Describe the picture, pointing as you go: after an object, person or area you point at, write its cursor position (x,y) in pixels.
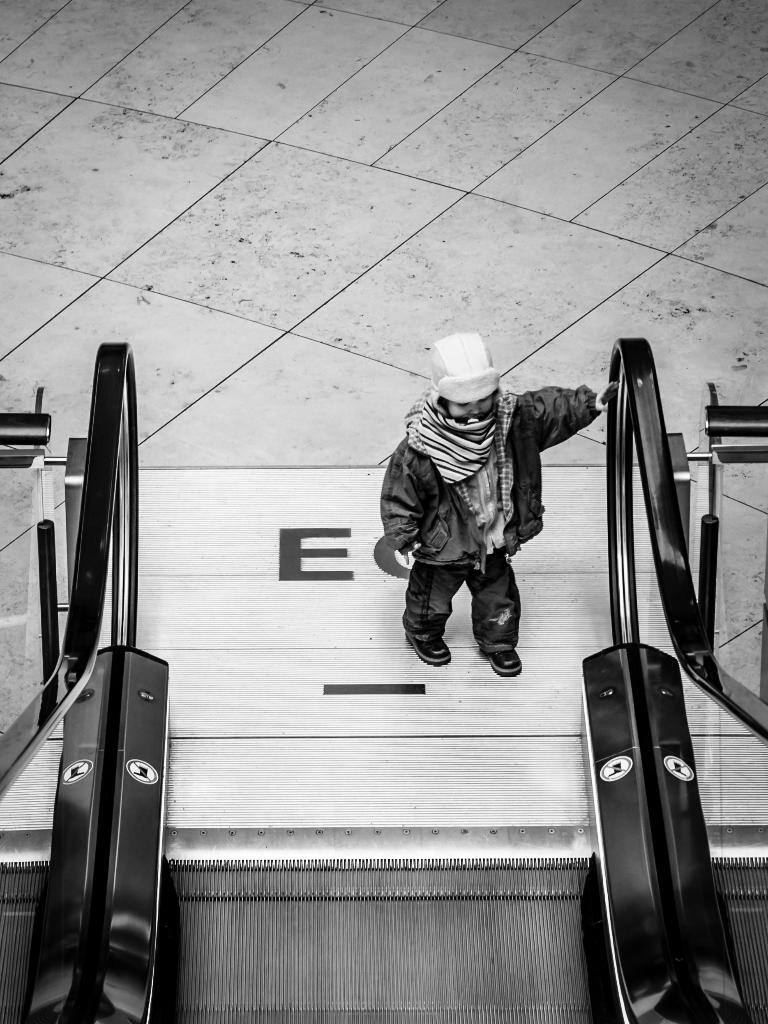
In this picture I can see an escalator (377,869), a human (423,497) standing and he is wearing a cap (461,359). I can see floor (358,183) in the background (455,208).
